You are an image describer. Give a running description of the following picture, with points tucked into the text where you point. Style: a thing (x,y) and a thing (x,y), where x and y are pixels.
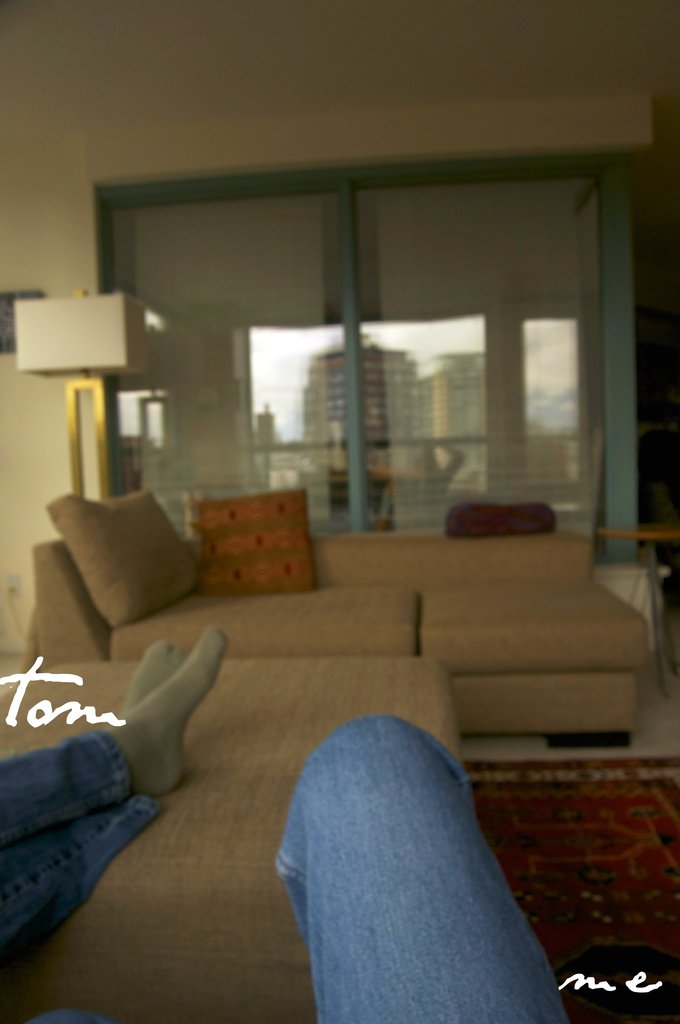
In this picture we can see a room (60,426) with sofa (322,539) pillows (310,562) on it, window (358,486) and from window (427,386) we can see buildings (378,395) here two people (104,759) legs (92,766) on sofa (247,785).
